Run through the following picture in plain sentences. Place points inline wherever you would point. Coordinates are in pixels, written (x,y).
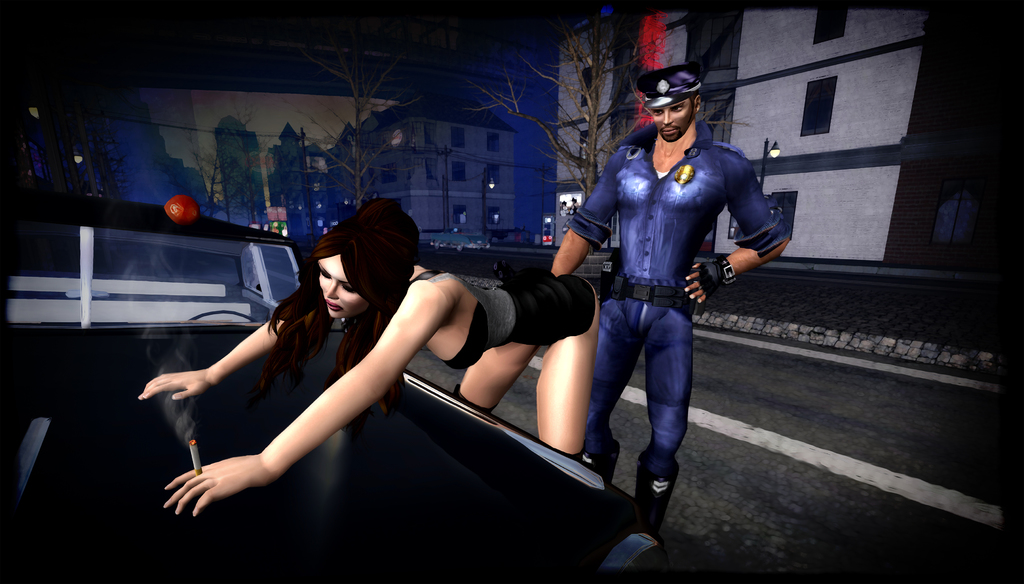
This is an animated image. There are a few people (528,285). We can see a vehicle (298,473). There are a few poles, trees (554,132). We can see the wall (752,149). There are a few buildings (758,137), wires (440,153). We can see the ground (633,484) and the sky (526,169).
